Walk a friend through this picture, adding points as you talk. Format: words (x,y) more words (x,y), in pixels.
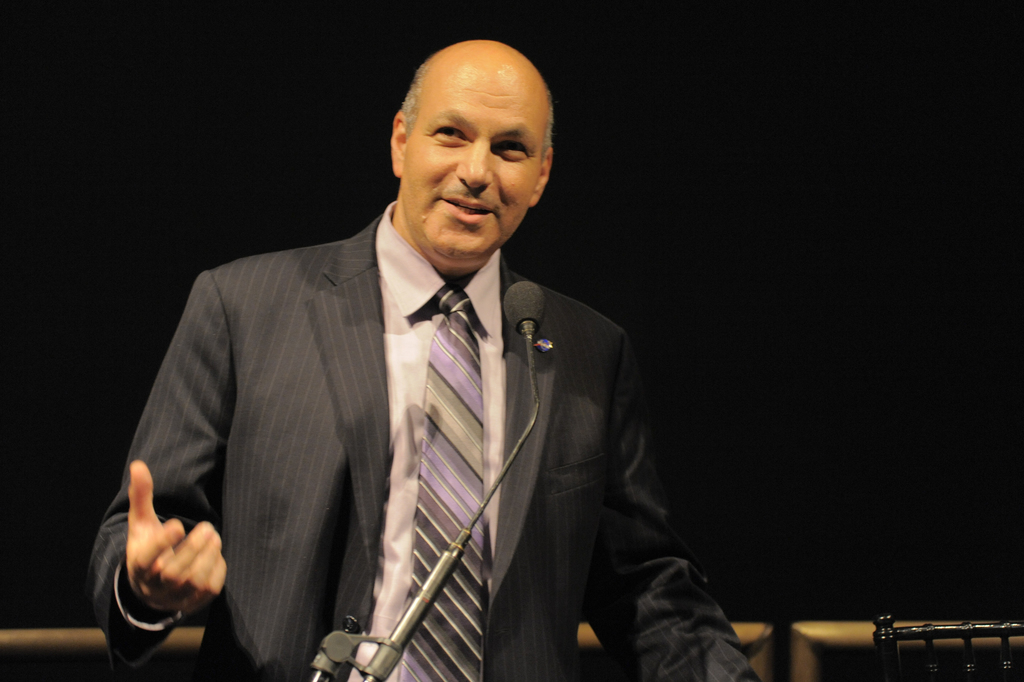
In this picture I can observe a man (336,418) wearing a coat (334,560) and tie (448,468). In front of him there is a mic (403,629). He is smiling. The background (244,93) is completely dark.
